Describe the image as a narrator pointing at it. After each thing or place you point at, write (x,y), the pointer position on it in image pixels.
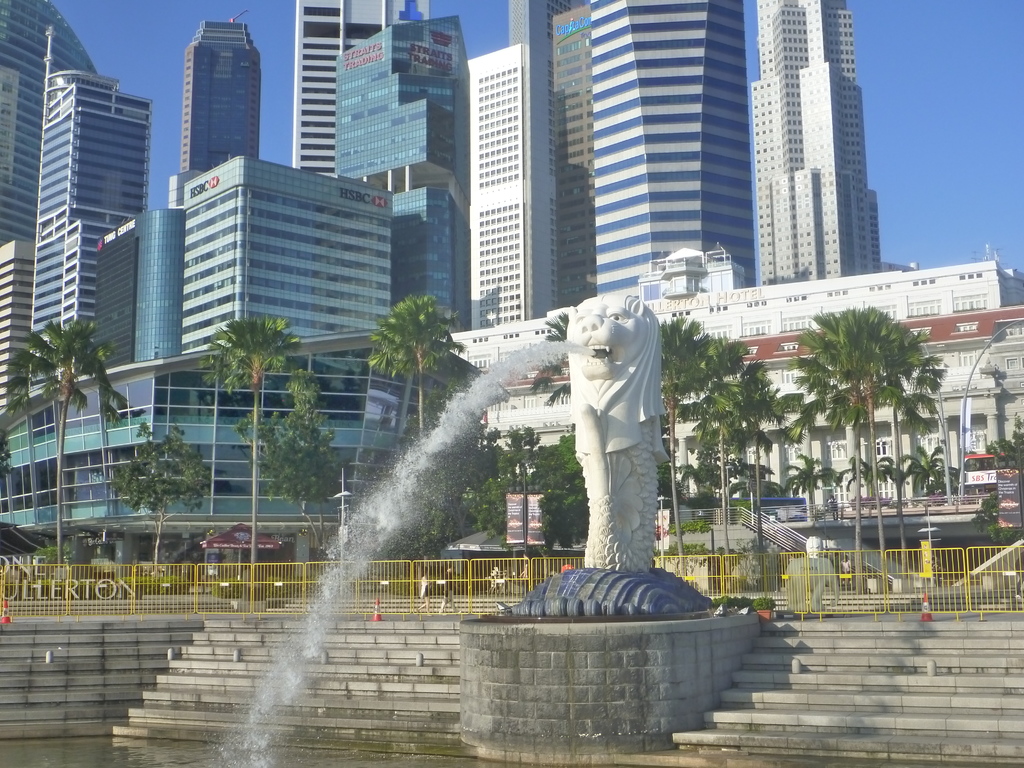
In this image we can see a fountain (624,450), water (321,576), steps (7,651) and fence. In the background (570,473) there are trees (290,419), few persons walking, traffic cones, buildings (701,23), light poles (949,488), buildings (372,261), windows (495,239), glass doors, texts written on the buildings (532,84) and sky (475,17).
